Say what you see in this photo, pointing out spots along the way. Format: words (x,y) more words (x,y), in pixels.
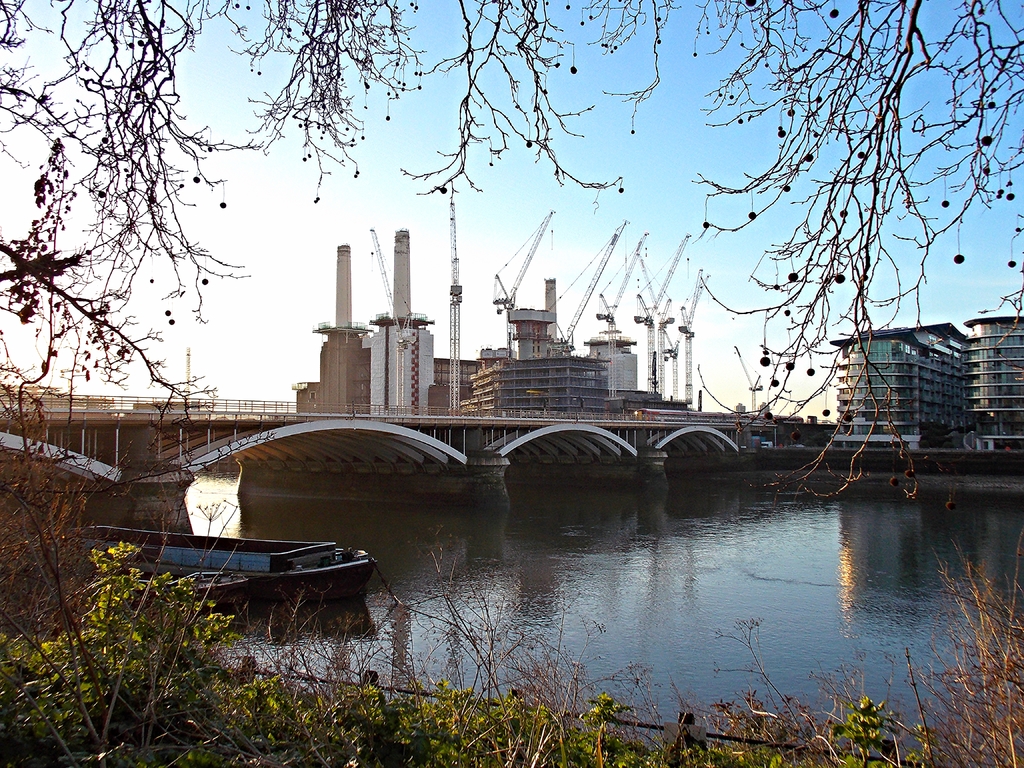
In the foreground of this image (402,740), there are plants (310,738) on the bottom (353,743) and trees (984,144) on the top (162,47). In the background (172,536), there is a boat (293,566) on the water (525,593), a bridge (133,425), buildings (546,385), cranes (650,296) and the sky (269,255).
